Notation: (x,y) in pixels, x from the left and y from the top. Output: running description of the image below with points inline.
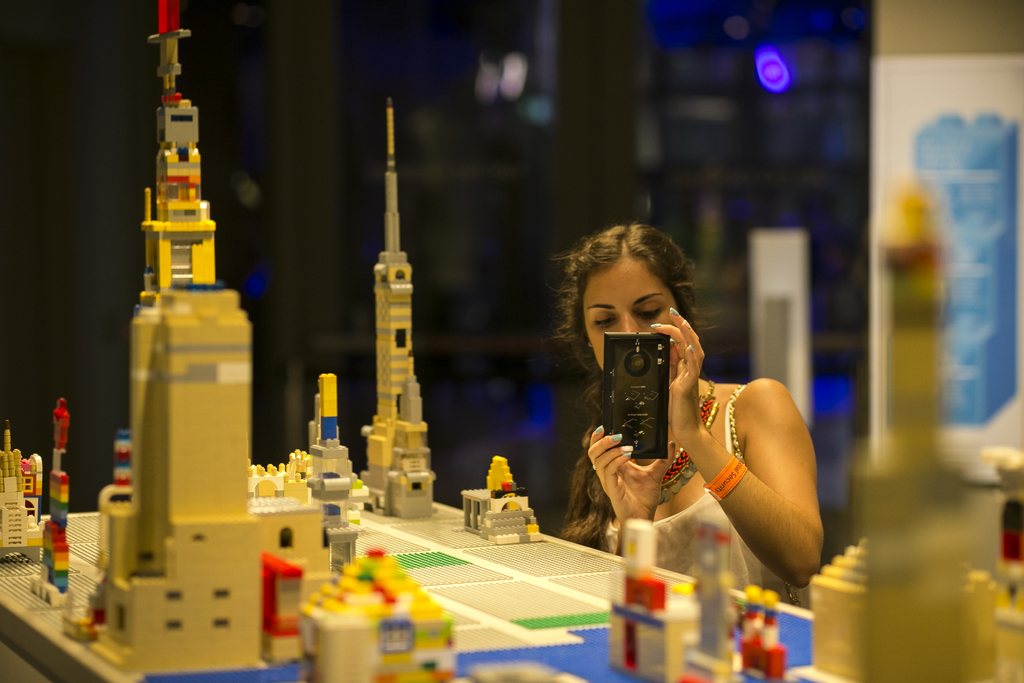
In this image there is a girl (713,492) who is holding the mobile phone (641,386) with her hands (680,341) and looking in to it. In front of her there is a table (489,577) on which there are so many architectures (325,490) which are made up of Lego toys (567,624). In the background (681,97) there are windows (513,47).
